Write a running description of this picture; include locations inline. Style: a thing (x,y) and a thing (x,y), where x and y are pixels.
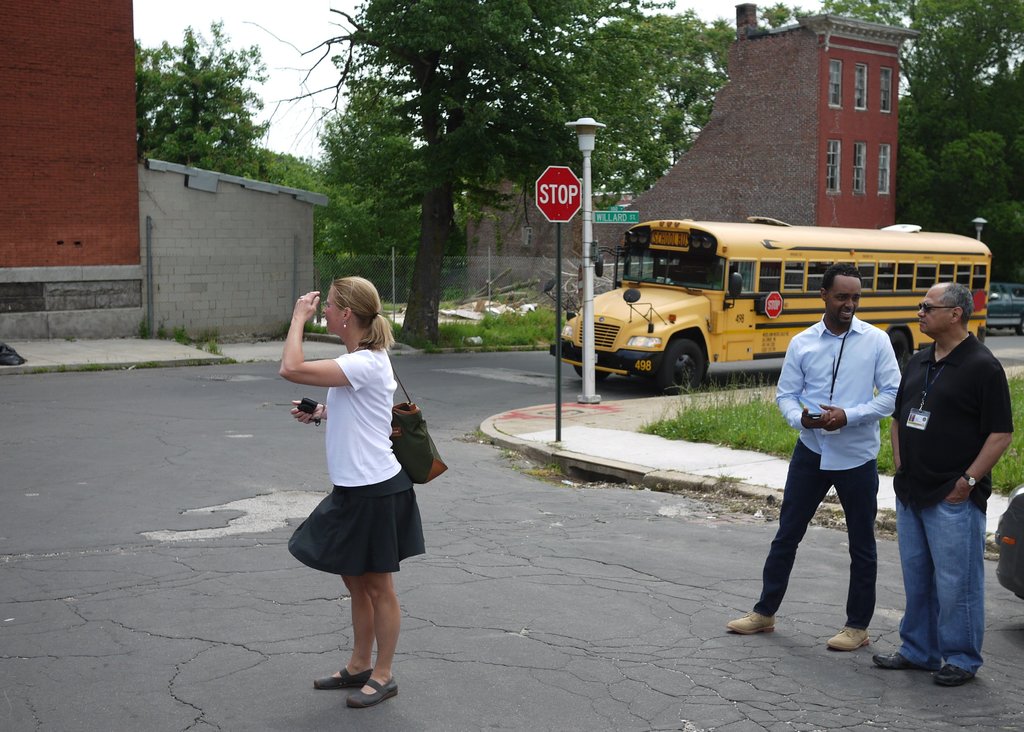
In this picture we can see a woman (379,474) holding an object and wearing a bag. We can see two people (782,577) and a vehicle (1023,527) on the right side (953,341). There is a STOP sign board (566,211) and a direction board (633,215) on the poles (590,215). Some grass (780,422) is visible on the ground (615,428). There are a few buildings (690,150) and trees (953,100) in the background (372,235).
